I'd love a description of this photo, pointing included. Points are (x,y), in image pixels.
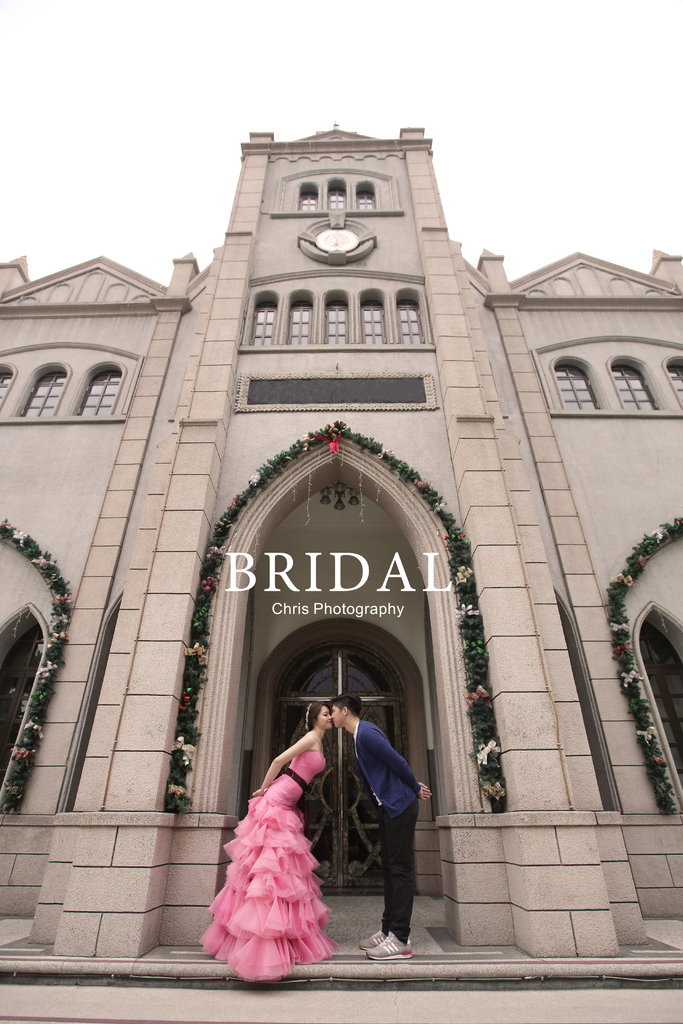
In this picture there are two people (368,768) standing and kissing each other and we can see building (245,736) and decorative items (31,715). In the middle of the image (241,561) we can see text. In the background of the image (157,115) we can see the sky (535,112).
